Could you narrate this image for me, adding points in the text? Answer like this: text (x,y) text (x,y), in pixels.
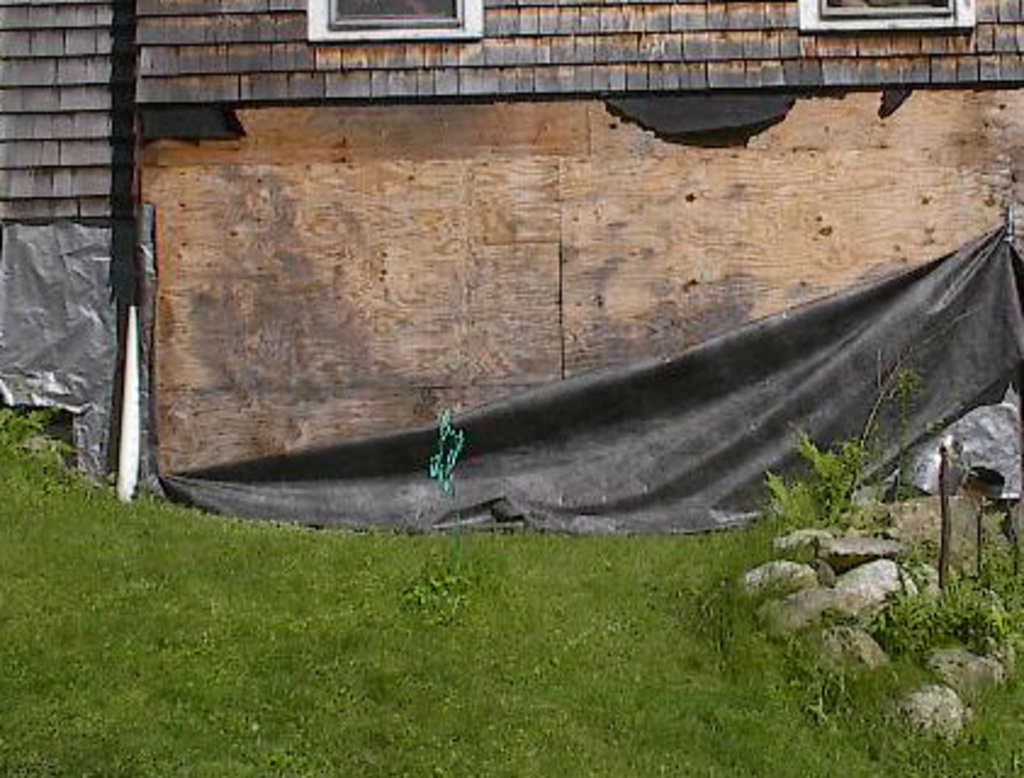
In this image I can see the grass (527,628). On the right side (869,596), I can see the stones (887,566). In the background (561,328), I can see the wall (276,118).
